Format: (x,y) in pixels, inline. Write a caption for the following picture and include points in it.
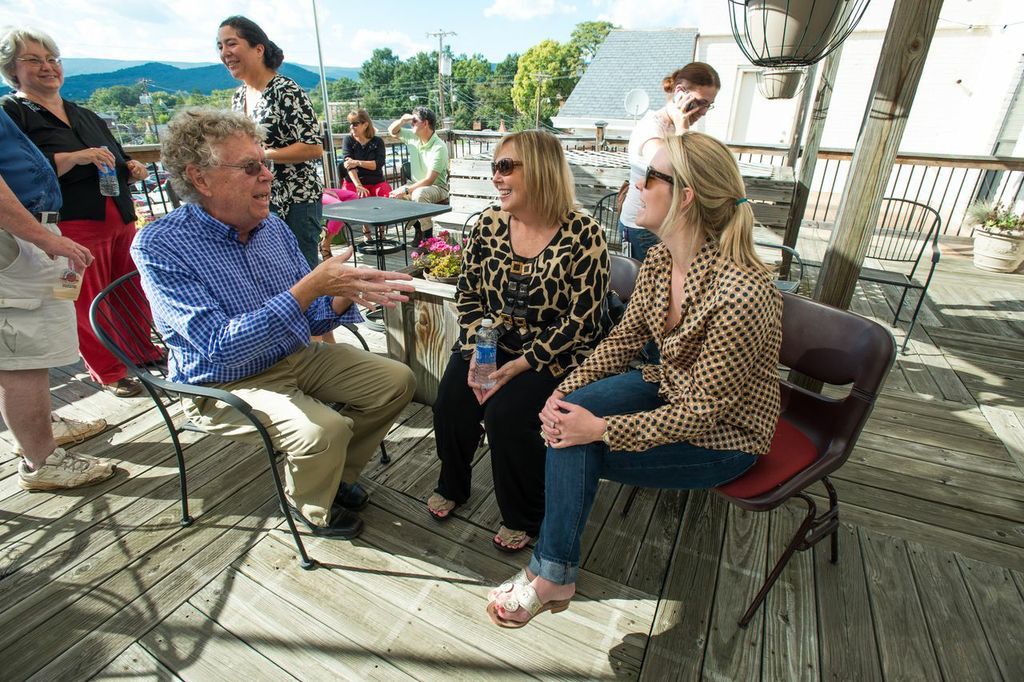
This image is taken outdoors. At the bottom of the image (224,592) there is a wooden platform (326,600). At the top of the image (319,25) there is the sky (394,29) with clouds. In the background (112,78) there are a few hills (131,78) and there are many trees (387,99). There are a few poles (443,91) with wires (425,94). On the right side of the image (742,107) there is a house (655,82). There is a plant (968,212) in the pot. There is an empty chair (912,270) and there is a railing (759,147). In the middle of the image (679,231) a man (318,320) and two women (568,355) are sitting on the chairs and talking and a few are standing on the wooden platform (947,320) and a few people (368,151) are sitting on the chairs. There is a table (373,199).
